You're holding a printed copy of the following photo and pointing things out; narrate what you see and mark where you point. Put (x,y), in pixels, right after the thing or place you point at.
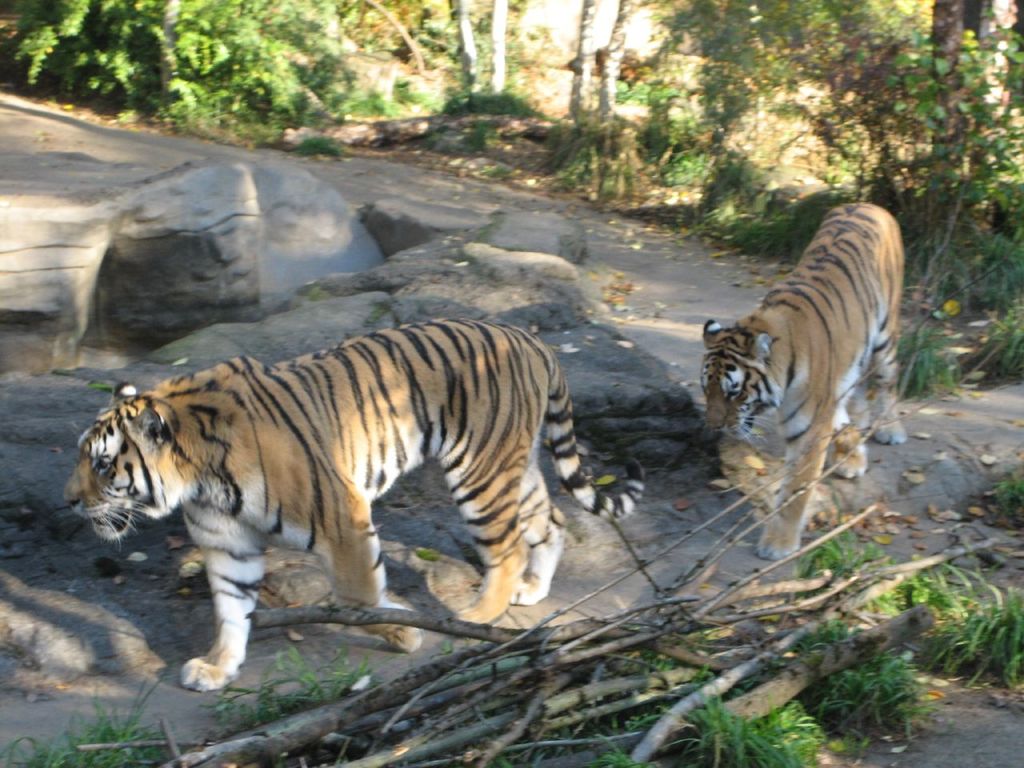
In the center of the image (448,478) we can see two tigers (483,430). At the bottom of the image (719,700), we can see sticks (634,685), grass (962,625), etc. In the background (569,60), we can see trees (880,164), grass (975,233), stones (475,310), dry leaves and a few other objects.
